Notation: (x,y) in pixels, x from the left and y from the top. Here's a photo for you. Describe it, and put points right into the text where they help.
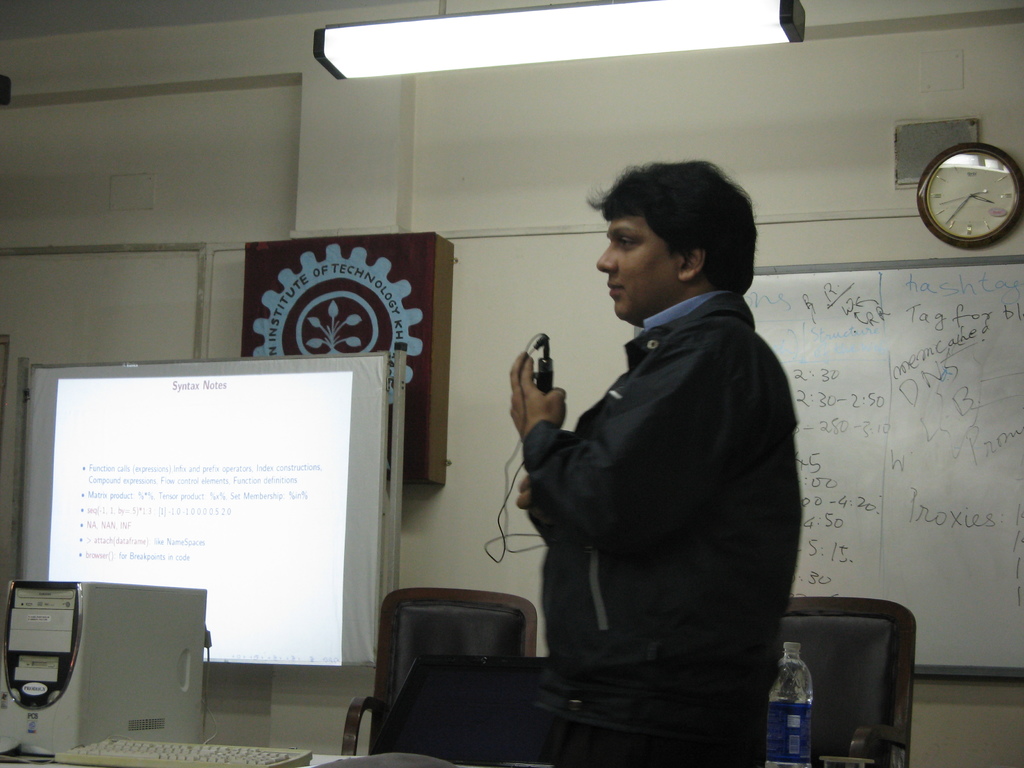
In this image I can see the person (615,427) is standing and holding something. Back I can see few boards (409,444), clock (1002,171), screen (141,441), wall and few chairs (849,608). In front (113,669) I can see the bottle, keyboard (283,762) and CPU (100,681) on the table (319,762).
